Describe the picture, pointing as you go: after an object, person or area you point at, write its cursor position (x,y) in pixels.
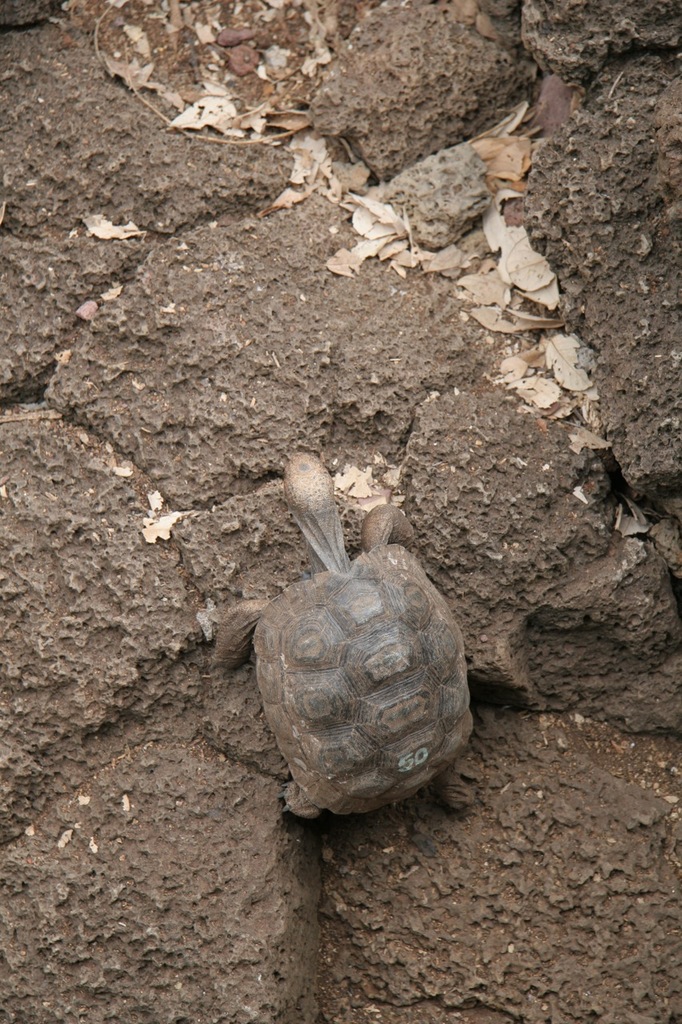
In the picture we can see a turtle (360,704) on the muddy surface (527,964).
